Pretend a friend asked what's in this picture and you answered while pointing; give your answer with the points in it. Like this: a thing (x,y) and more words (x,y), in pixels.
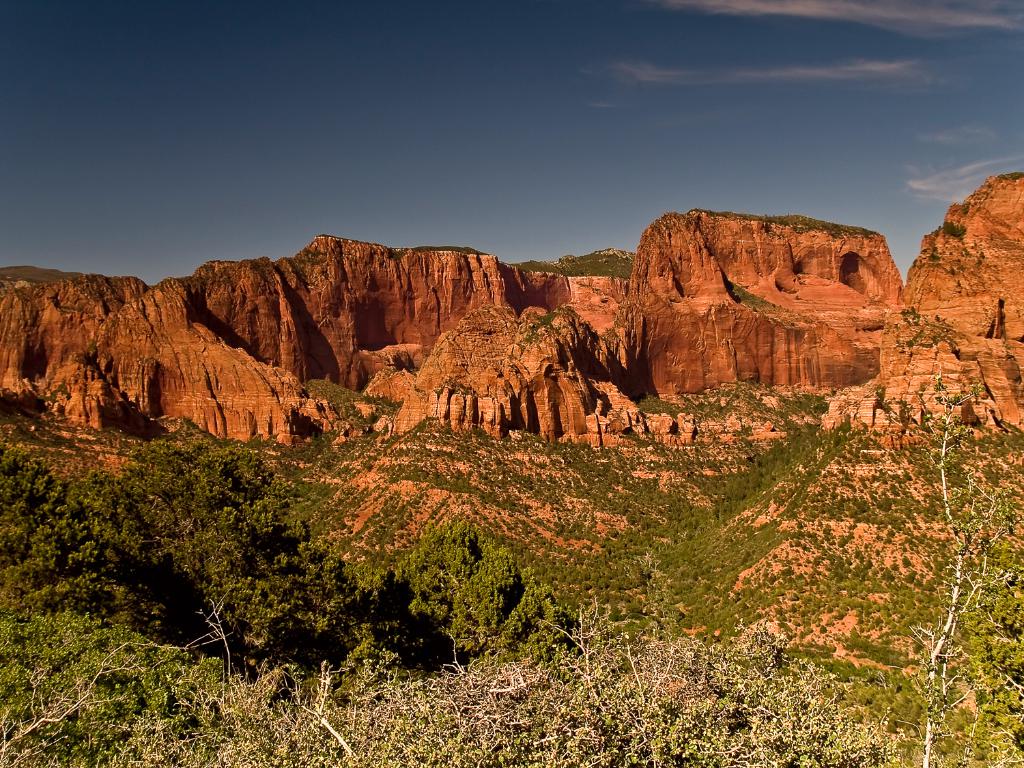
In this image in the center (454,343) there are some mountains (254,358), and at the bottom (468,525) there is grass (758,579) and some trees (286,562). On the top of the image (387,74) there is sky (570,95).
